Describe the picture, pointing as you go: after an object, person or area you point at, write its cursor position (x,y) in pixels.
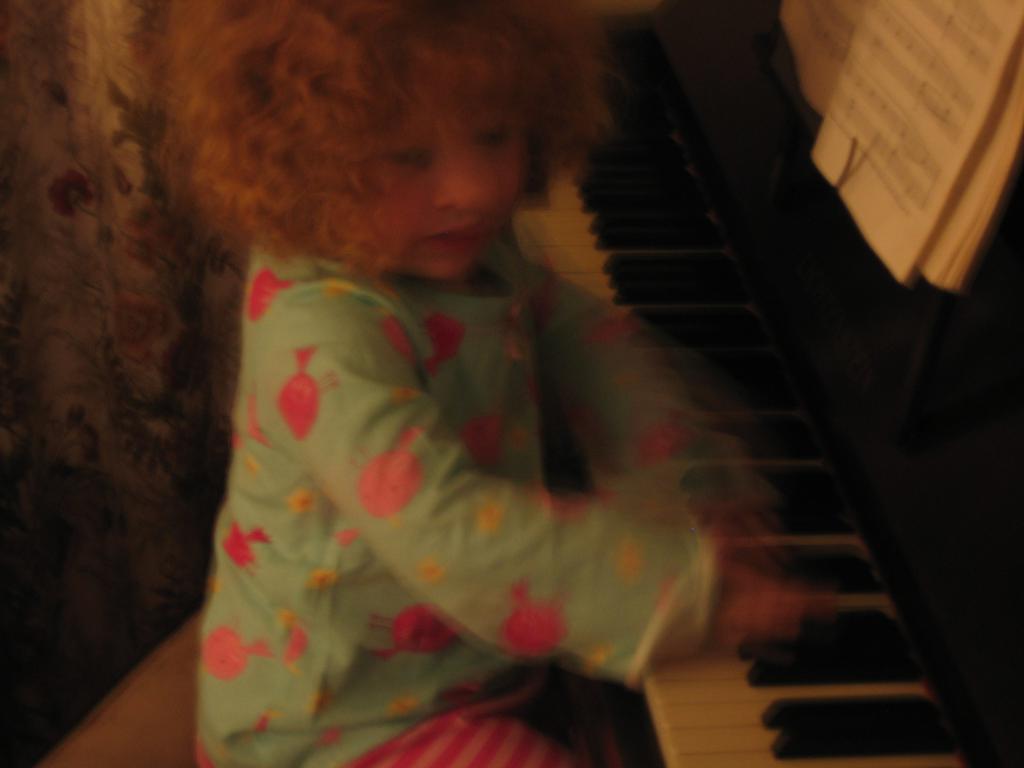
In this picture is a small girl (586,342) sitting on the chair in front of a piano (817,402) playing the piano keys (758,391).
